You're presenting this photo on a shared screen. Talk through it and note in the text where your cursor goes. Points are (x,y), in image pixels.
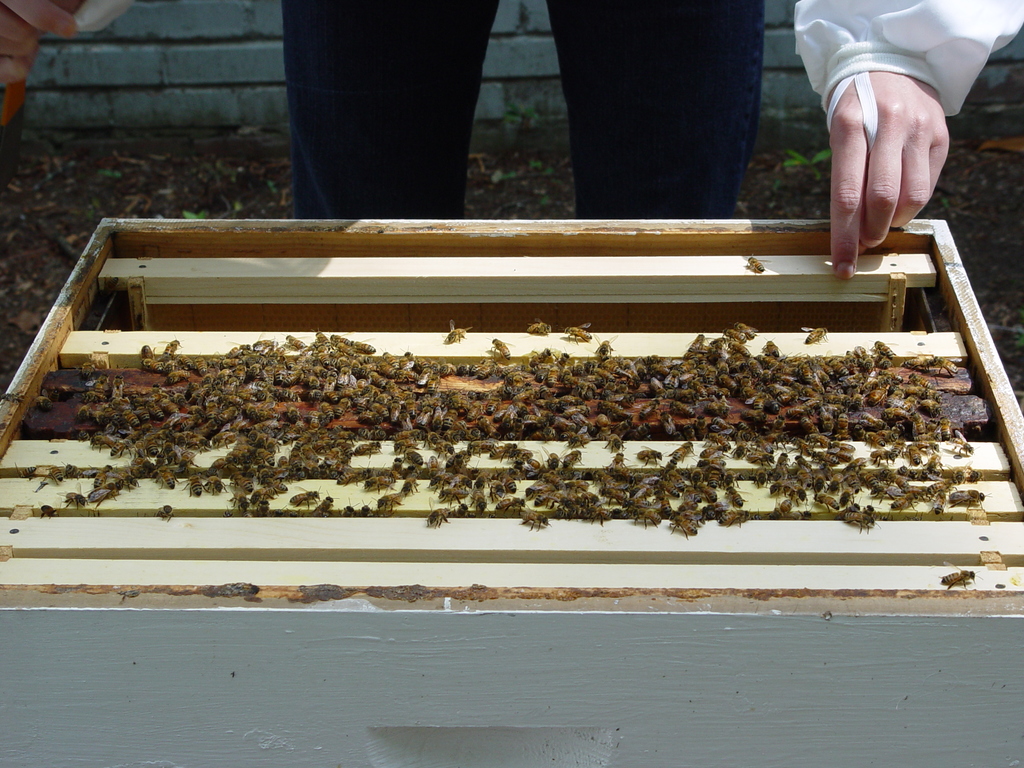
In this image there is a wooden box (505,580) having many honey bees (489,442) on the box (771,229). Behind the box (806,226) there is a person (335,157) standing on the land (763,211) and he is holding a frame (804,268) with his hand (832,241). Behind him there is a wall (97,84).
